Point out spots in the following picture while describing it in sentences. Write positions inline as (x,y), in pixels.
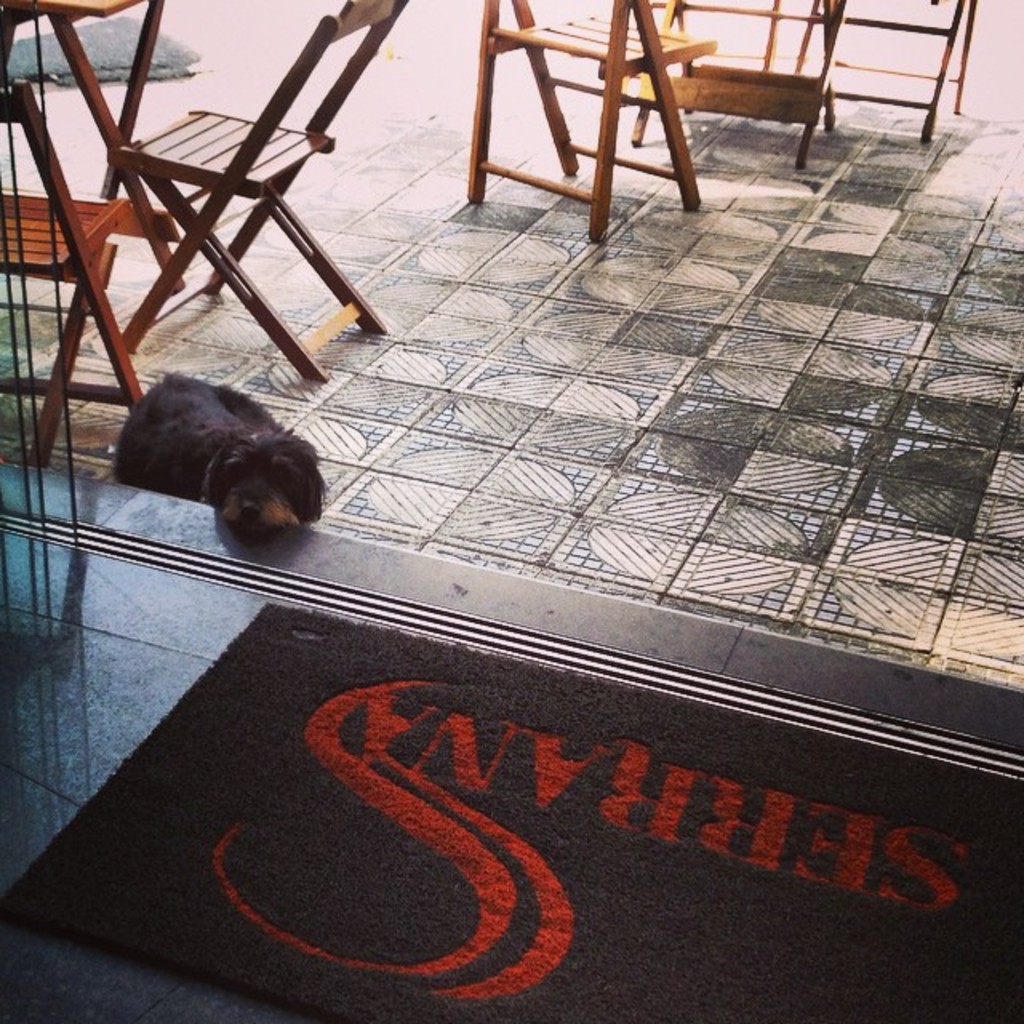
Chairs (321,56) are made with wood (234,159). This is a mat (597,726) in black color. A dog (261,473) in black color.
